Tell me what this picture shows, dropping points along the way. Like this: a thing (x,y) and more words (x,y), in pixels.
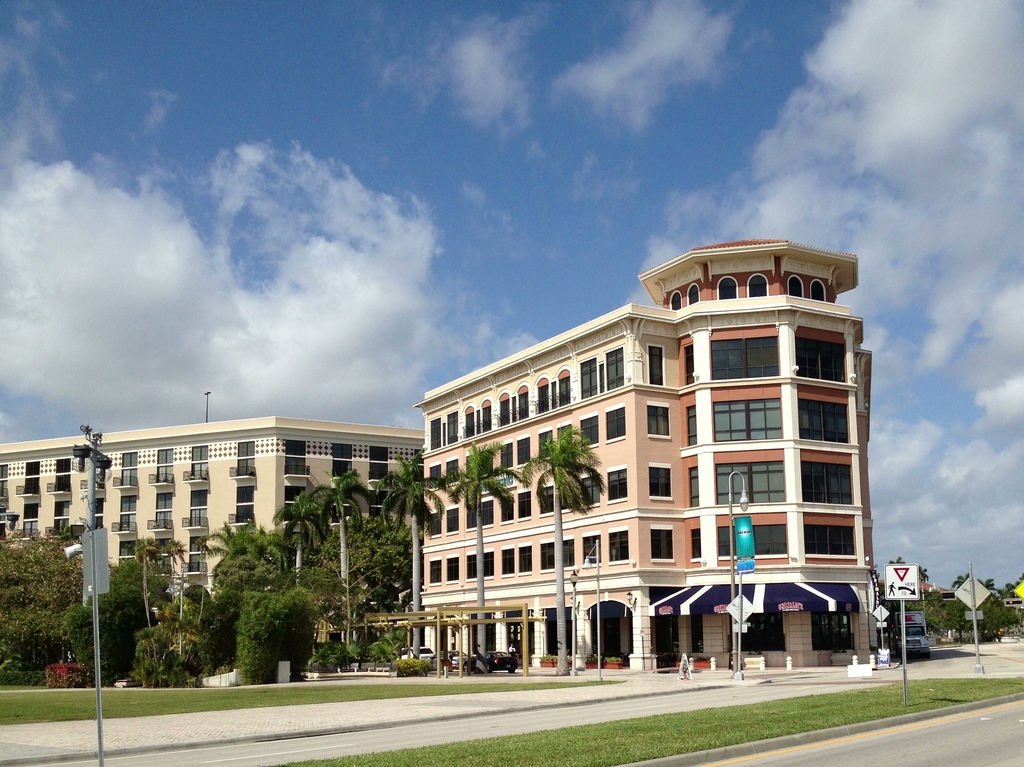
In this picture we can see boards (968,601) and lights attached to the poles (731,491), grass (119,706), vehicles (912,644), trees (414,589), buildings (848,629) and plants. In the background of the image (655,79) we can see the sky (763,81) with clouds (970,18).
